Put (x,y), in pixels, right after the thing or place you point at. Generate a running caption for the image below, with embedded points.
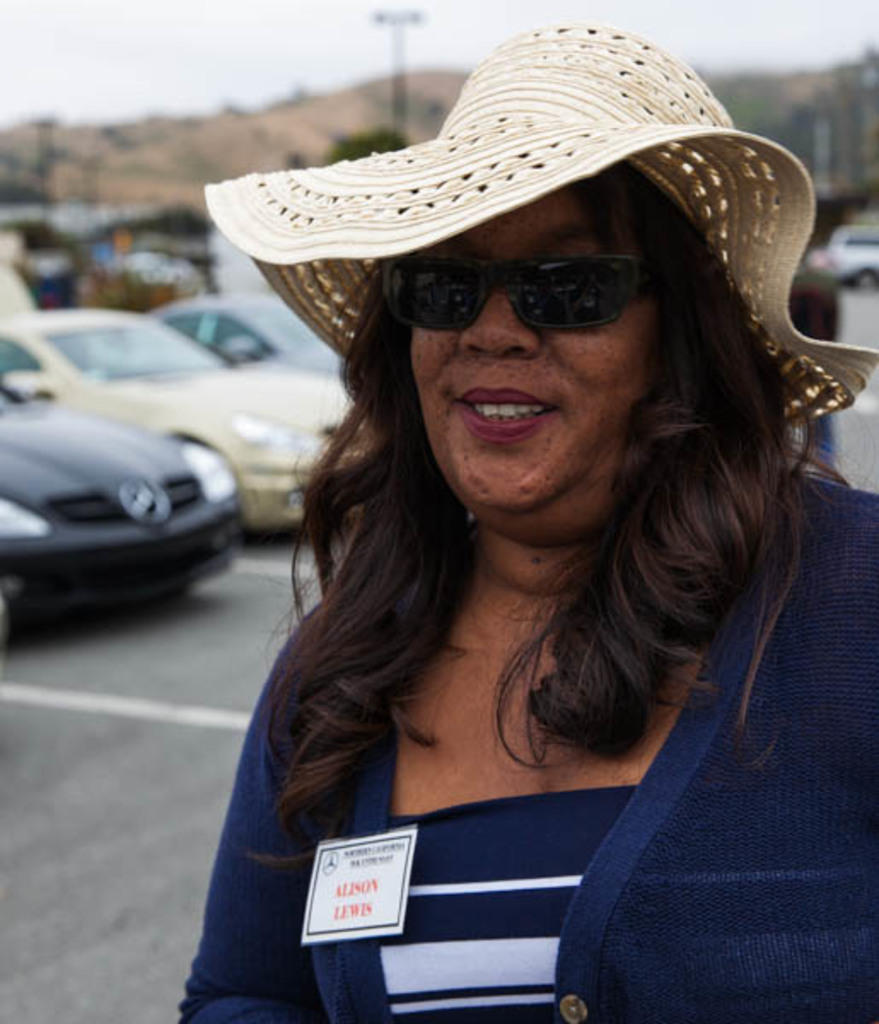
In this picture there is a lady (514,410) on the right side of the image (624,322), she is wearing glasses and a hat (389,190) and there are cars (133,358) in the background area of the image (265,455).
